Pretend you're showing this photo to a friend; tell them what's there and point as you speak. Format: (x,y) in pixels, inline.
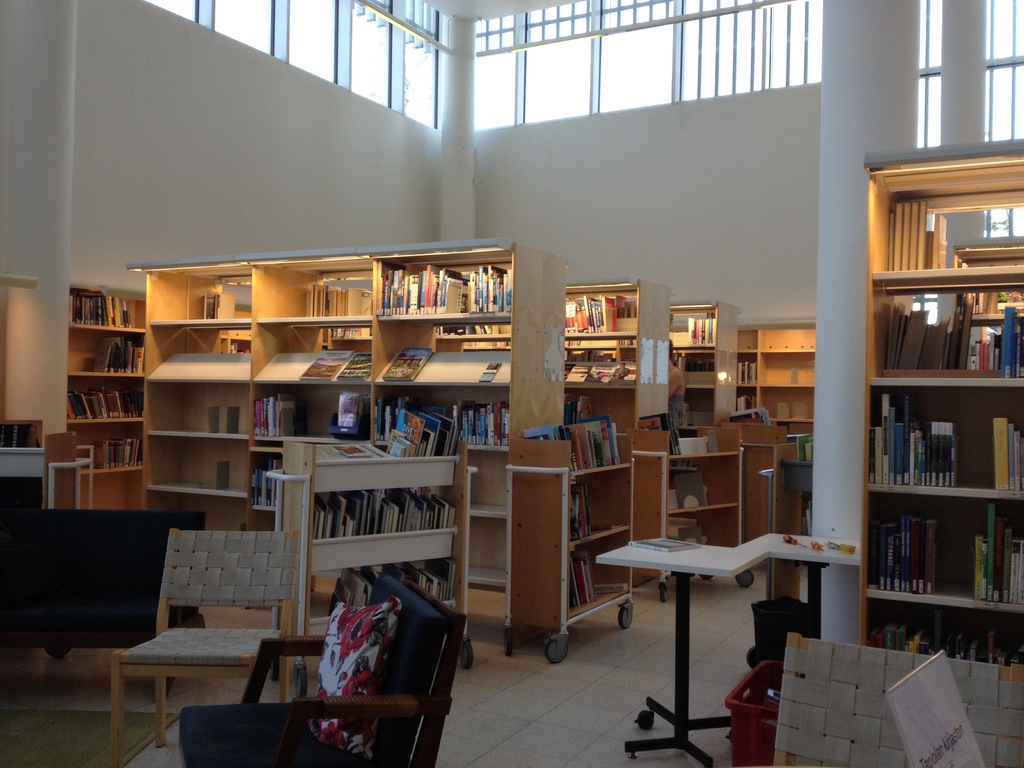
There is a chair (242,589), two chairs (252,670) one looks like a sofa (147,565) and there are bookshelves (308,446). There are so many books (325,361) in that shelves (317,431). There are four pillars (56,128) here. There is a table (682,629), a book (685,546) is placed on the table (622,550). There is a person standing in the middle of the room (661,541) near the bookshelf (659,387). there are windows (488,60) here.
